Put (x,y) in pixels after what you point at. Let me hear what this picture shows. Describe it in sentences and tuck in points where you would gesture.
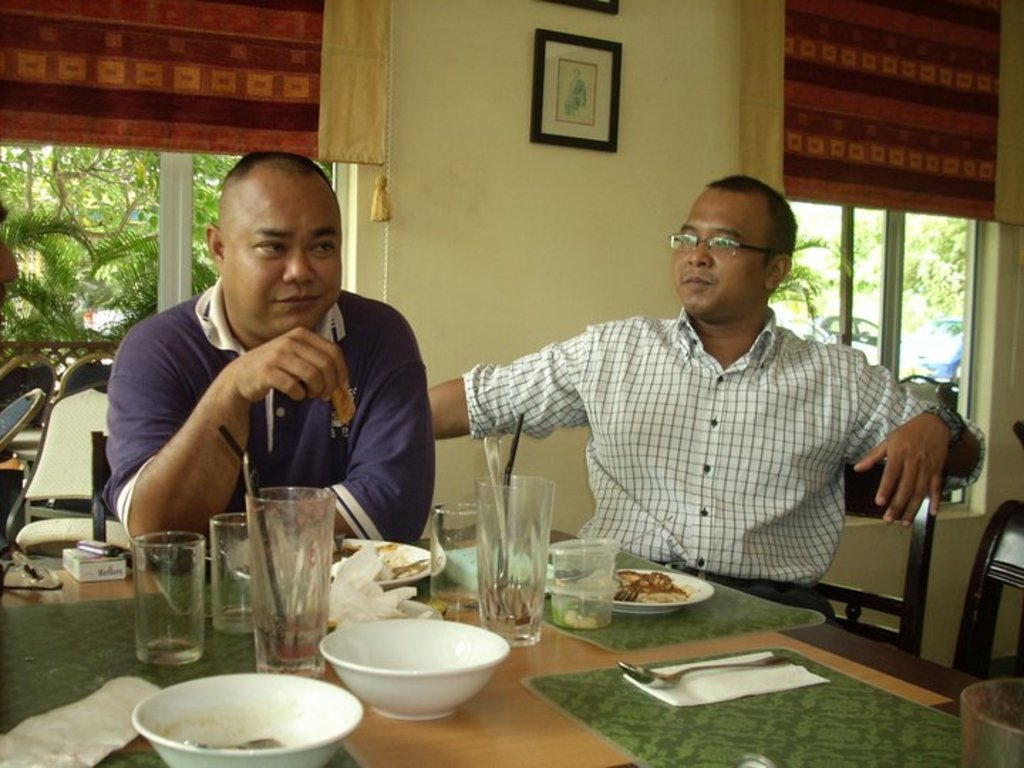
In this image I can see two men (623,442) who are sitting on a chair (915,554) in front of the table (508,695). On the table (553,633) we have few glasses (542,591) and other utensils (359,625) on it. Behind these people (195,318) we have two windows (192,232) and a wall (538,211) with a wall photo (549,118).
